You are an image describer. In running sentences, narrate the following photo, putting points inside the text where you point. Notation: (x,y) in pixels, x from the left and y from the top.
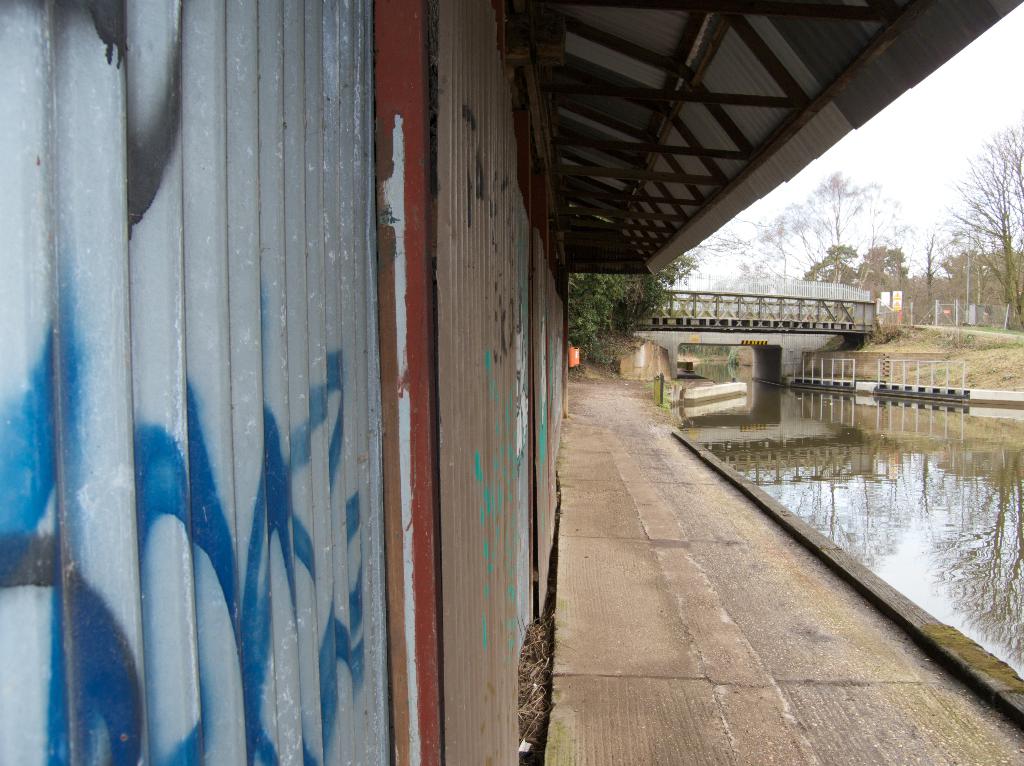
On the left side (184,491) there is a house (506,366). On the right side (884,488) there is a canal (949,499). In the background (906,306) there is a bridge (799,299) and many trees (934,239). At the top of the image (965,136) I can see the sky (960,119).
